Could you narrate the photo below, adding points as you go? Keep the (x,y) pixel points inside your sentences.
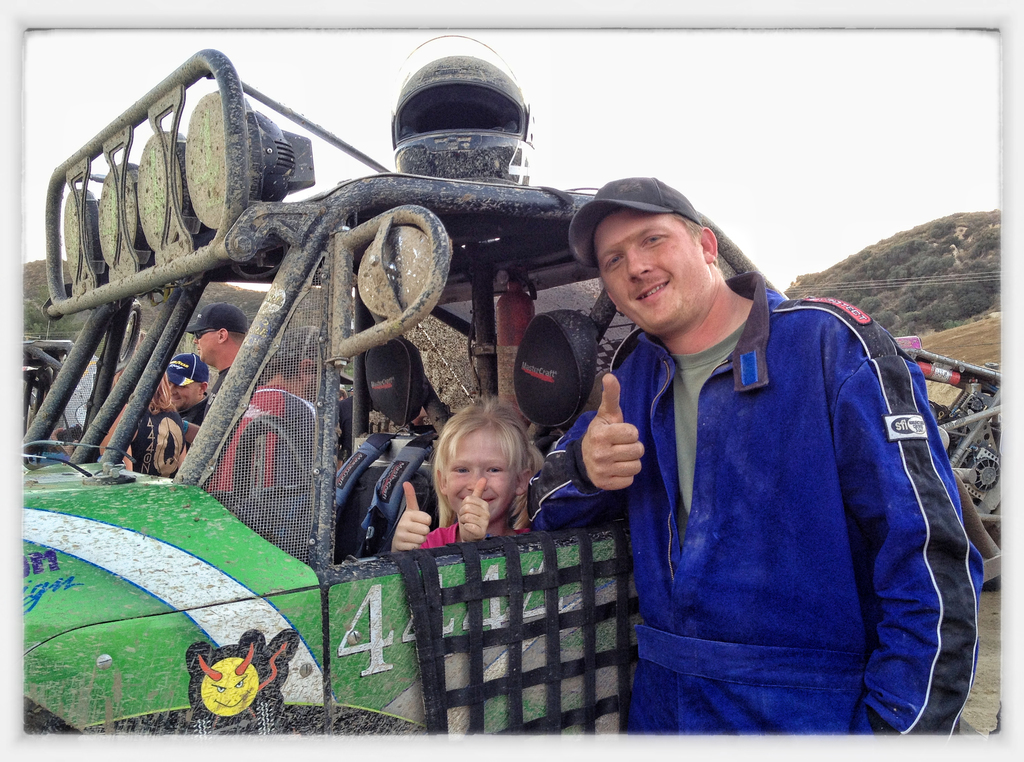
On the right side (724,419) there is a person (724,464) standing and wearing a cap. Near to him there is a vehicle (312,457). Inside the vehicle (350,546) there is a child (462,460). On the top of the vehicle (502,294) there is a helmet (466,126). In the background (934,275) there are trees (930,250). Also some people (181,361) are standing near to the vehicle (161,358). They are wearing cap (221,318). In the background (655,112) there is sky (543,120).
